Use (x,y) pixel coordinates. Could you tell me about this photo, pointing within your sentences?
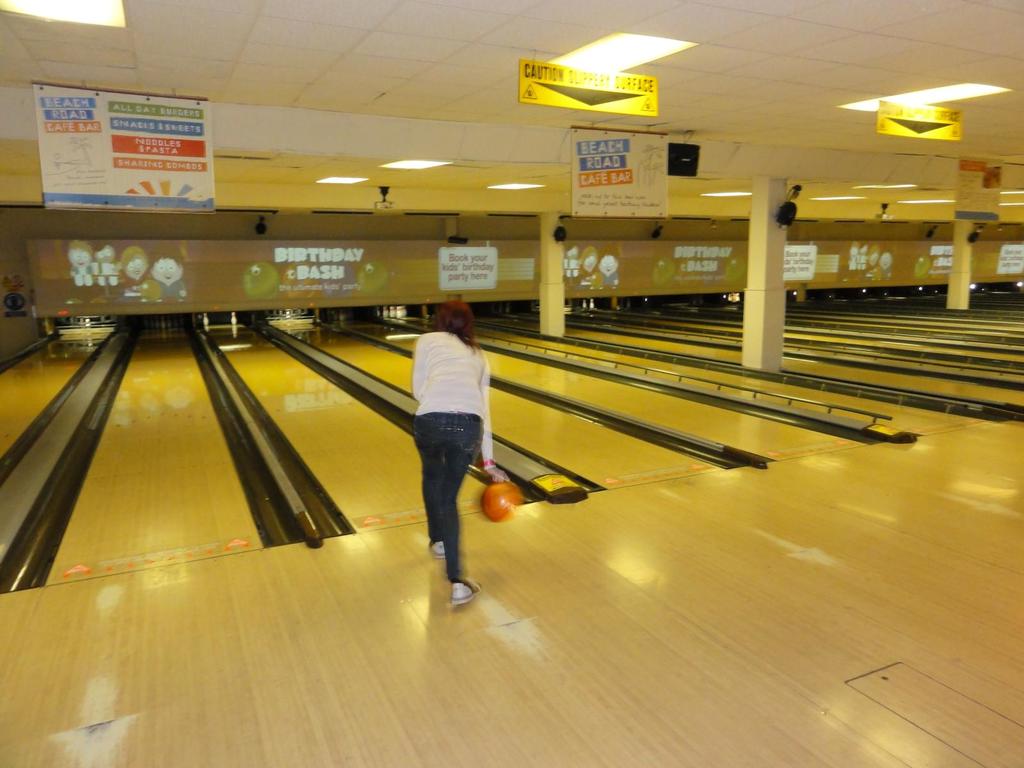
In this image in the front (421,407) there is a woman (458,445) standing and playing a game, holding a ball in her hand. In the background (417,260) there is a board (300,247) with some text (319,250) written on it. On the top (109,151) there are boards (588,175) hanging with some text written on it and there are pillars (549,248) in the center (555,267). On the pillars (563,279) there are objects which are black in colour.
